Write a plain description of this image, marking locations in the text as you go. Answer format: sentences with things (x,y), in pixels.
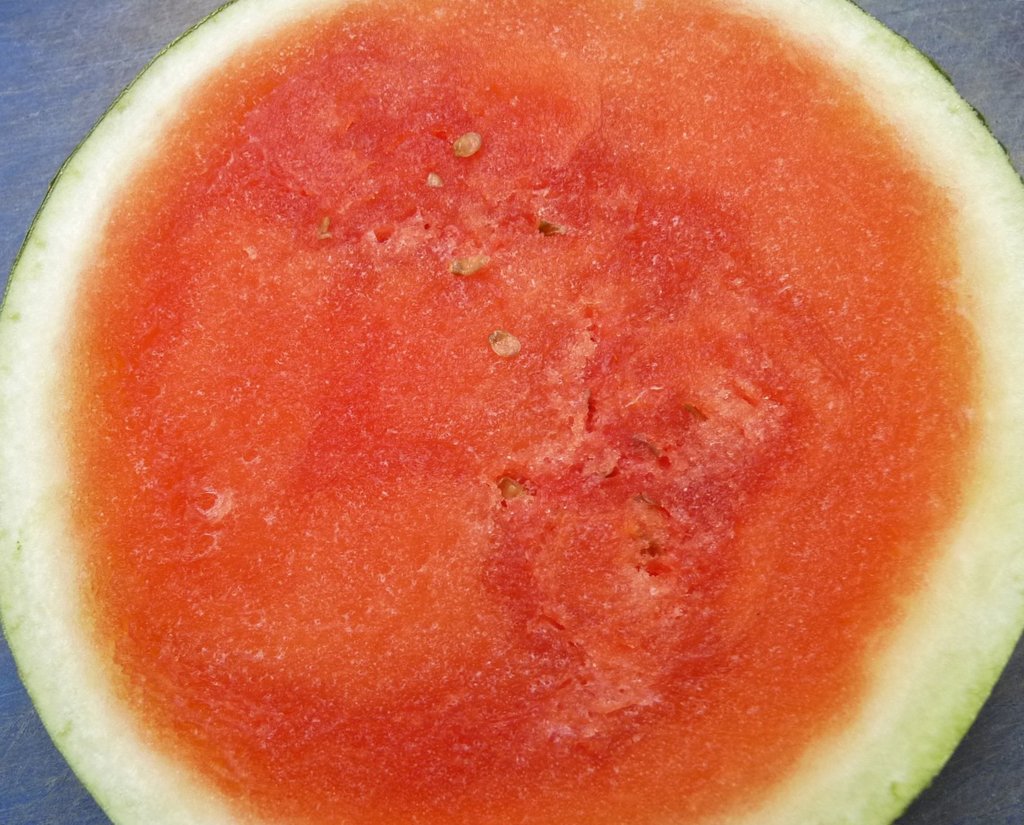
In the image we can see a piece of watermelon (53,210).
